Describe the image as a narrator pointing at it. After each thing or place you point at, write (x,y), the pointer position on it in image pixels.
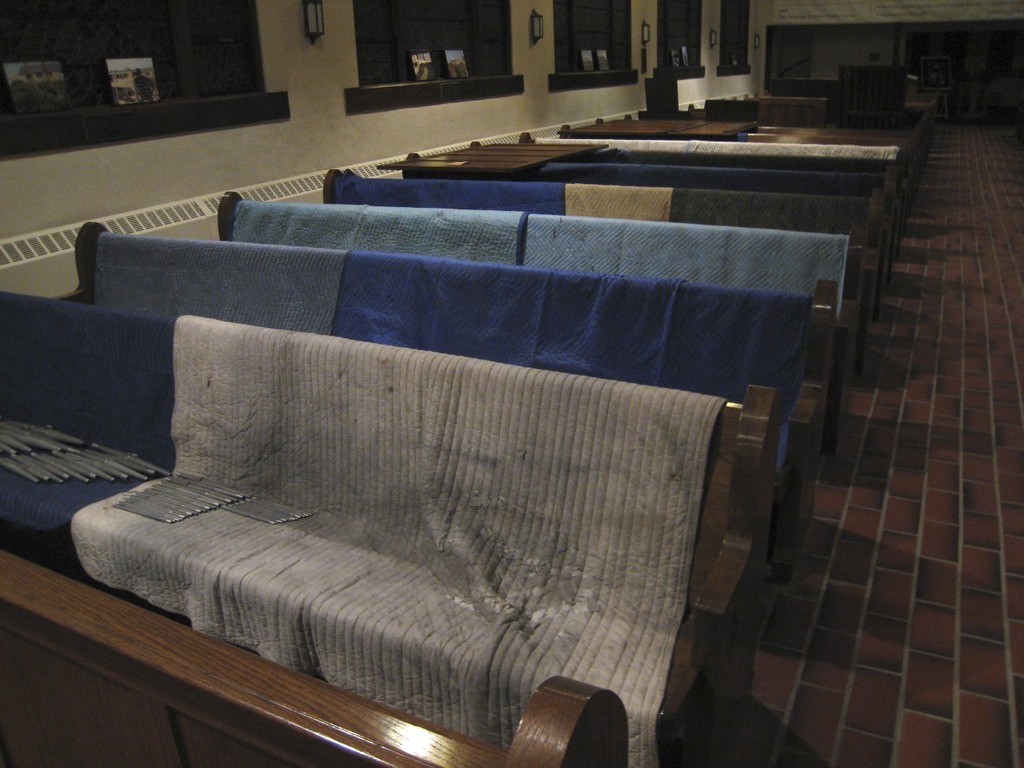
In this image there are wooden benches (650,385) one after the other. On the benches (463,415) there are mats (460,293). On the left side (171,50) there are windows (502,51), Near the windows (189,59) there are two frames (605,57) on each window (698,62). There is a light (314,29) in between the two windows (385,32).
